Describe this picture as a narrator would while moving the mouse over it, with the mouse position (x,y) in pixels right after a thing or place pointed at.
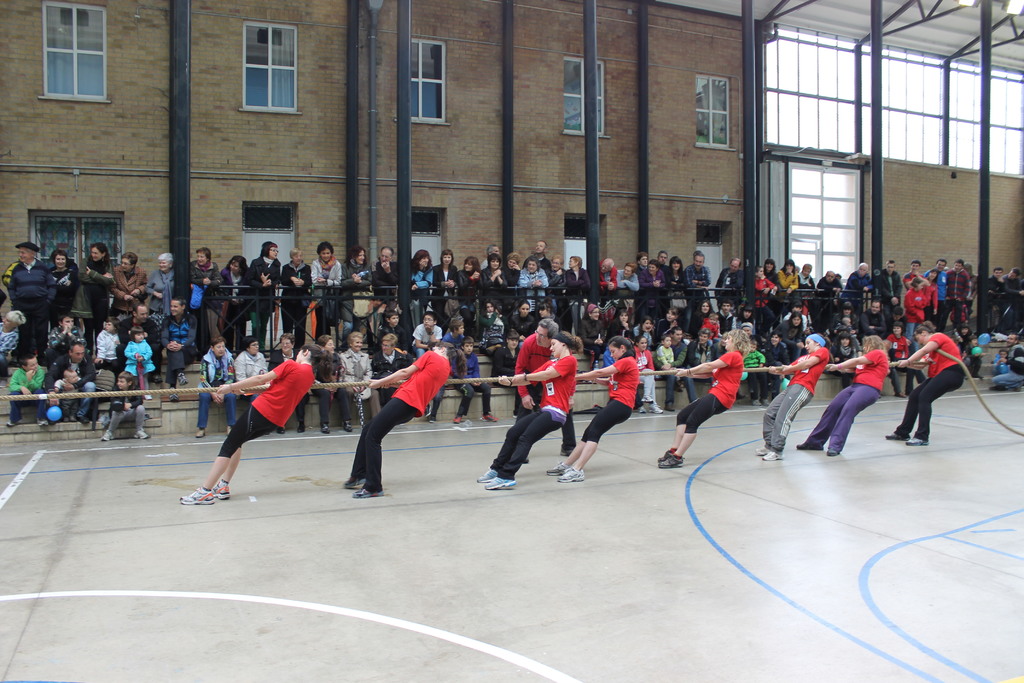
In the image in the center (384,420) we can see few people (422,396) were standing and holding rope (477,379) and they were in red color t shirts (945,363). In the background (856,207) there is a building (604,238), wall (620,230), staircase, fence (439,297), windows (837,93), doors (575,253), pillars (595,247), group of people (152,306) were standing and few people (461,344) were sitting.
